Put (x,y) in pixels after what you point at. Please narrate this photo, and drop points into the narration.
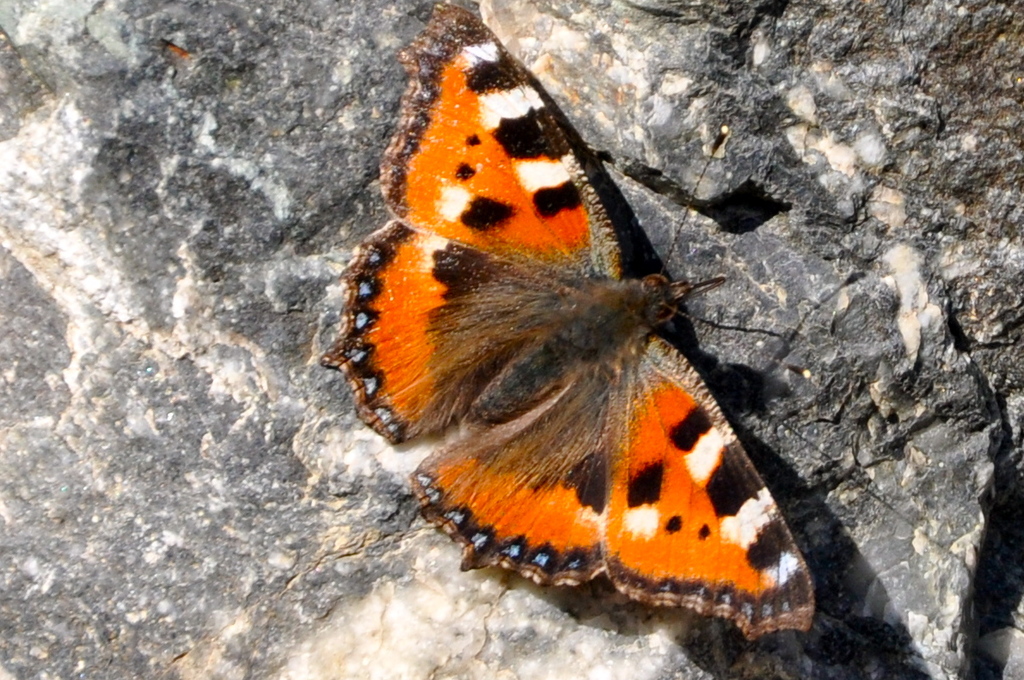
In this image we can see a butterfly (557,294) on the rock (253,605).
